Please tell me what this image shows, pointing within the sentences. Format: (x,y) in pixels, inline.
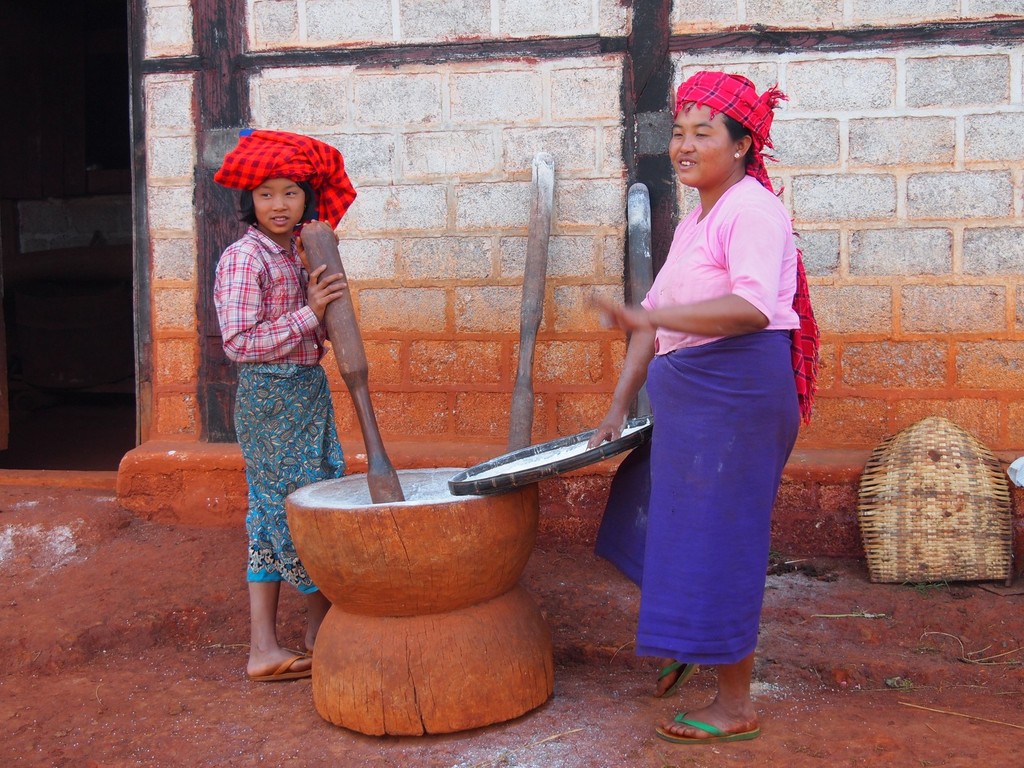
In the front of the image (679,306) there are two girls (700,520). Among them one girl (323,348) wore red cloth (258,169) on her head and holding a wooden stick (310,248). Another girl (744,377) also wore red cloth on her head (734,131) and touching the plate (585,442). In-front of them there is a wooden object (401,550). In the background of the image (498,27) there are wooden sticks (640,273), an object (945,457) and a wall (823,196).
